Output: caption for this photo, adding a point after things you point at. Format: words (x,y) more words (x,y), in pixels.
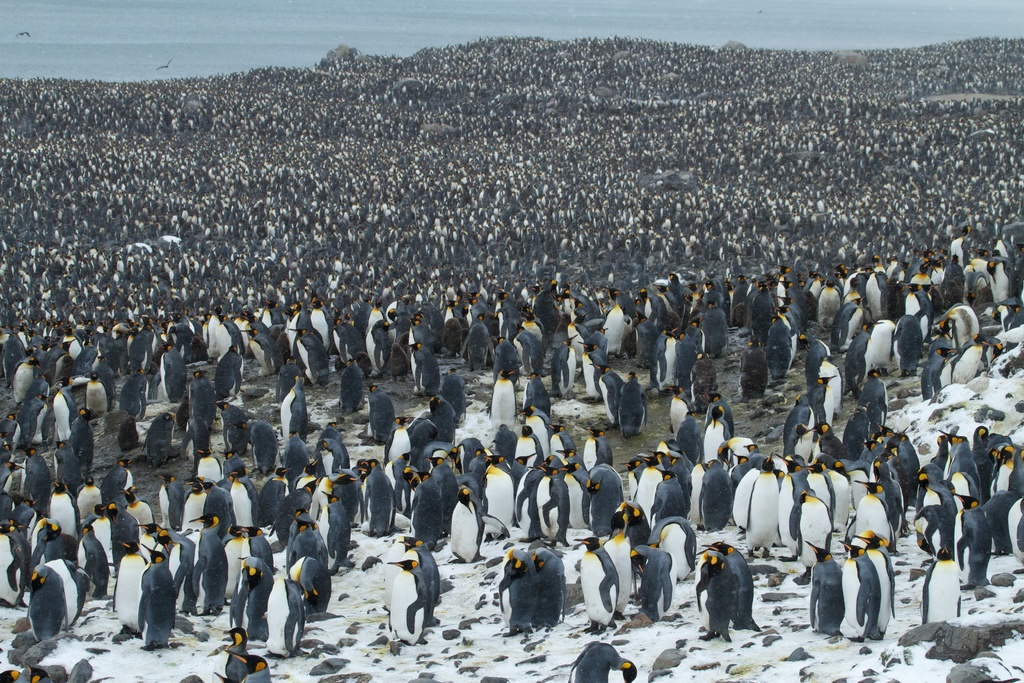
This image consists of many penguins (774,513) near the ocean (411,42). In the background (400,9), we can see the ocean (375,40). At the bottom (538,639), there is a ground (664,618).
